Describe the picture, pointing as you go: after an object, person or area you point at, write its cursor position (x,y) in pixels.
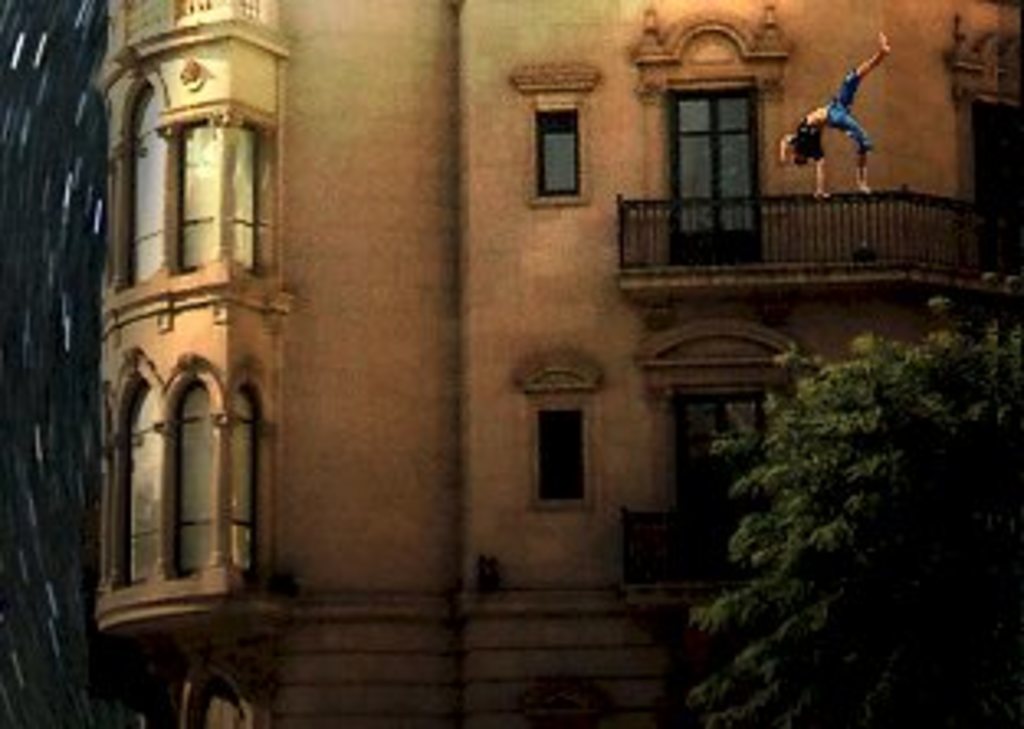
In the background of the image (488,221) there is a building (655,300). There is a lady (868,190) on the railing (791,217). To the right side (899,374) bottom of the image (780,614) there is a tree (787,581).
